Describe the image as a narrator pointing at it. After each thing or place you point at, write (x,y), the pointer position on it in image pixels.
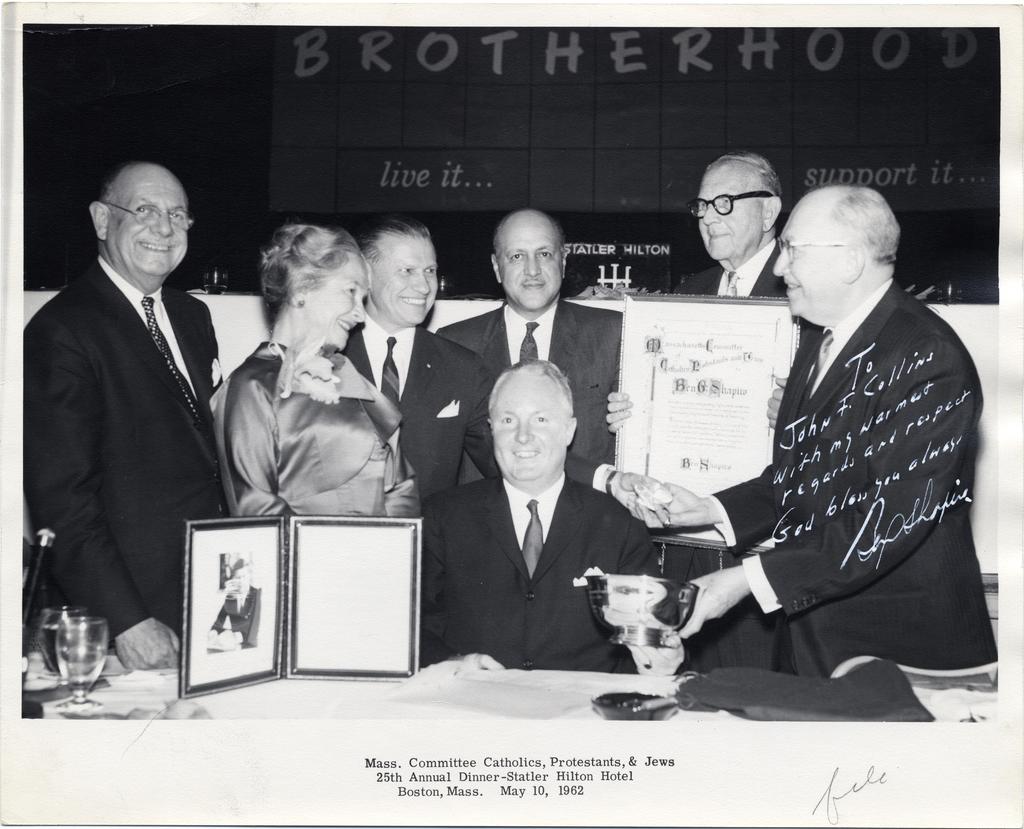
In this image there are few people (433,347) standing. this person (771,391) is holding a board (646,412). This person (501,534) is sitting. Most of them are smiling. On the table (119,712) there are glass (60,632), photo frame (221,600), few other things (700,675) are there. In the background (494,82) there is a banner (422,74).
